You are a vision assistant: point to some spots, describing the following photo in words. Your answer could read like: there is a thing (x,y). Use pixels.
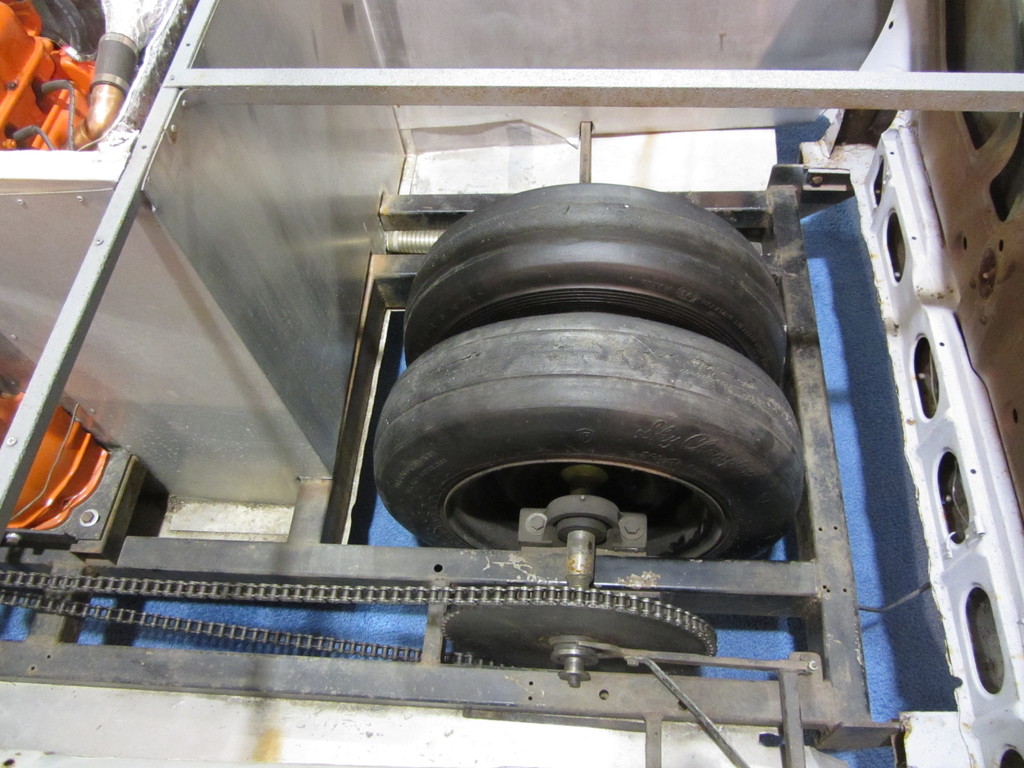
In this image we can see a skeletal view of an object (476,386). In this image we can see tyres (472,383), chain (39,597) and other objects (231,67). On the left side of the image (14,57) there is a motor (0,400) in orange color. On the right side of the image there is an iron frame (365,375). At the bottom of the object (766,49) there is an iron texture (256,767). At the top of the image (886,95) there is an iron frame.
